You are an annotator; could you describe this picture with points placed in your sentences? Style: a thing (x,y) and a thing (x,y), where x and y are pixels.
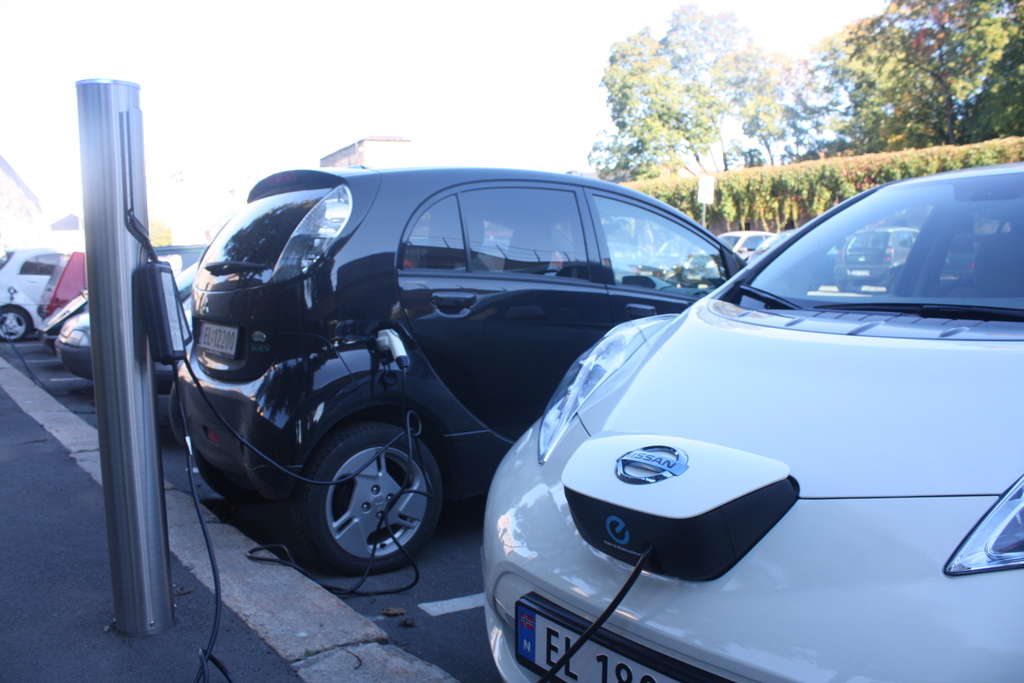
On the left side of the image (114,517) we can see a pole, cables (185,441), machine (164,332). In the background of the image (992,92) we can see the cars (481,204), trees (992,92), plants (632,187), board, building (364,151). At the bottom of the image (474,629) we can see the footpath (153,665) and road (454,584). At the top of the image (456,90) we can see the sky (535,95).
